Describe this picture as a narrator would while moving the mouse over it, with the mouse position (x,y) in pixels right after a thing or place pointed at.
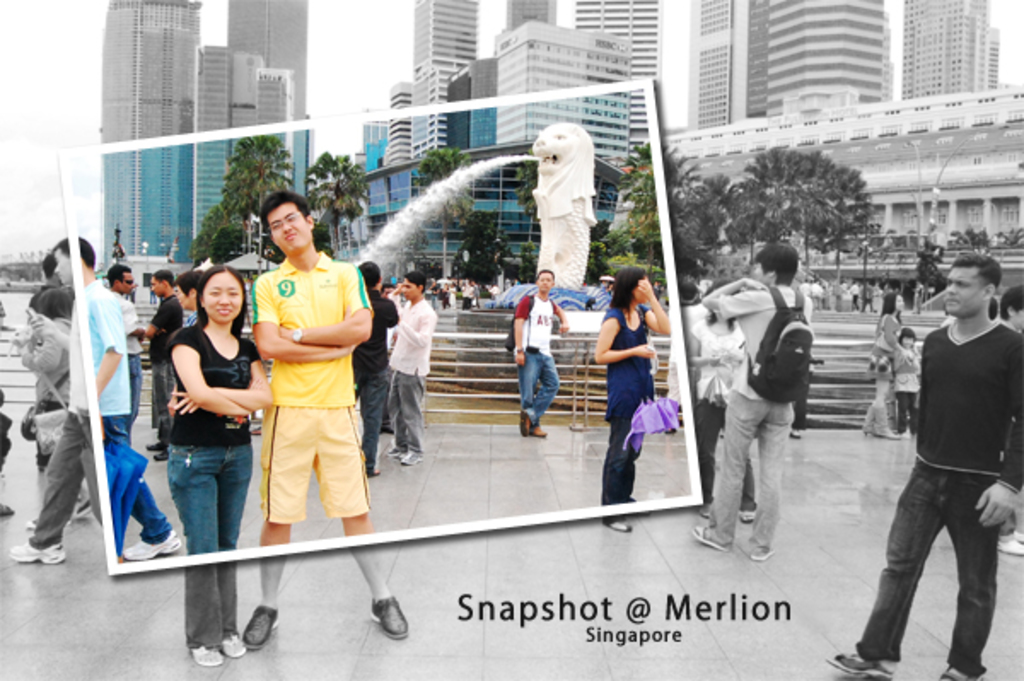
In this image, there are a few people (966,521). We can see the ground (467,493) and the fence (554,341). We can see some trees (327,231), buildings (124,73), poles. We can also see the fountain (549,224). We can see the sky (396,70). We can also see some text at the bottom (793,621).
